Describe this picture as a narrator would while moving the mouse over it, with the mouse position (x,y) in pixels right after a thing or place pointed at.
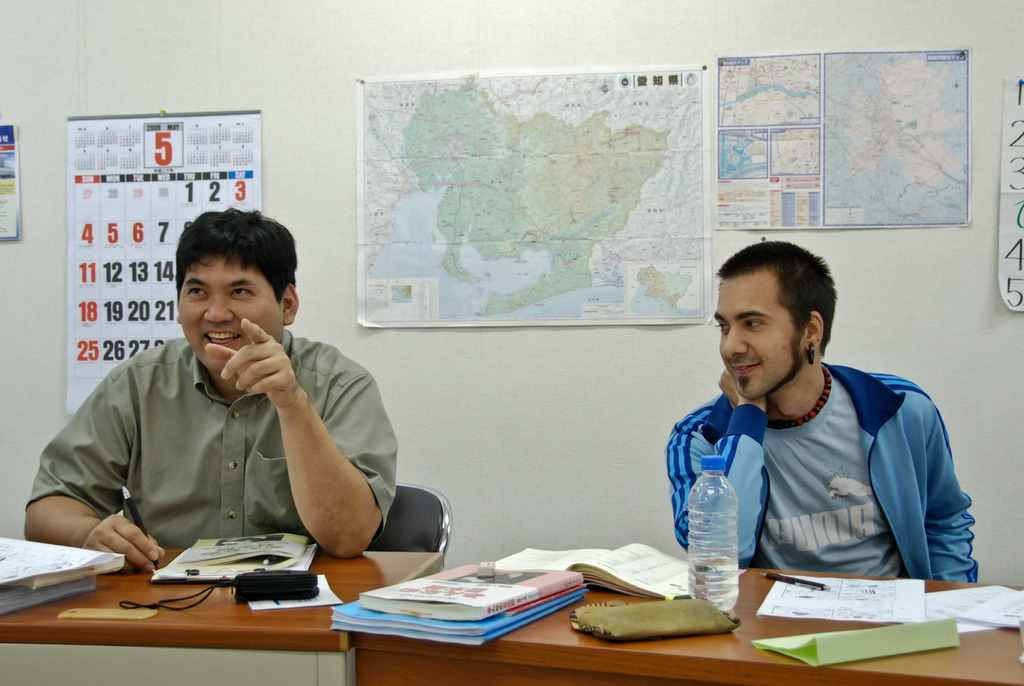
As we can see in the image there is a white color wall (400,64), sheets calendar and two persons (116,366) sitting on chairs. In front of them there is a table (753,580). On table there are books (454,611).
